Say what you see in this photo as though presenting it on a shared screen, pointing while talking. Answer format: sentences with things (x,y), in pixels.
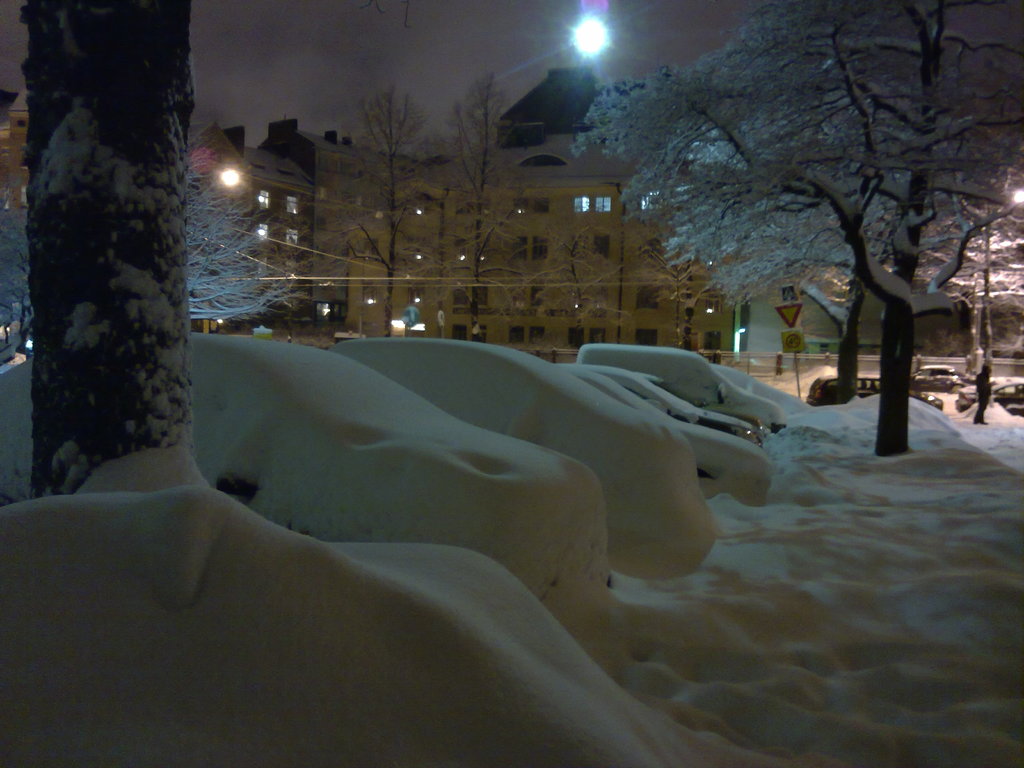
In this image there are cars (605,365) which are totally covered with the snow (637,419). On the right side (851,297) there are trees (851,300) on the footpath (923,502) which are covered with the snow (843,189). In the background (587,255) there are buildings (540,231) with the windows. At the top (582,50) there is light (605,36). On the left side (102,212) there is tree (88,377) which is covered with snow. At the top (298,80) there is sky (298,80).
